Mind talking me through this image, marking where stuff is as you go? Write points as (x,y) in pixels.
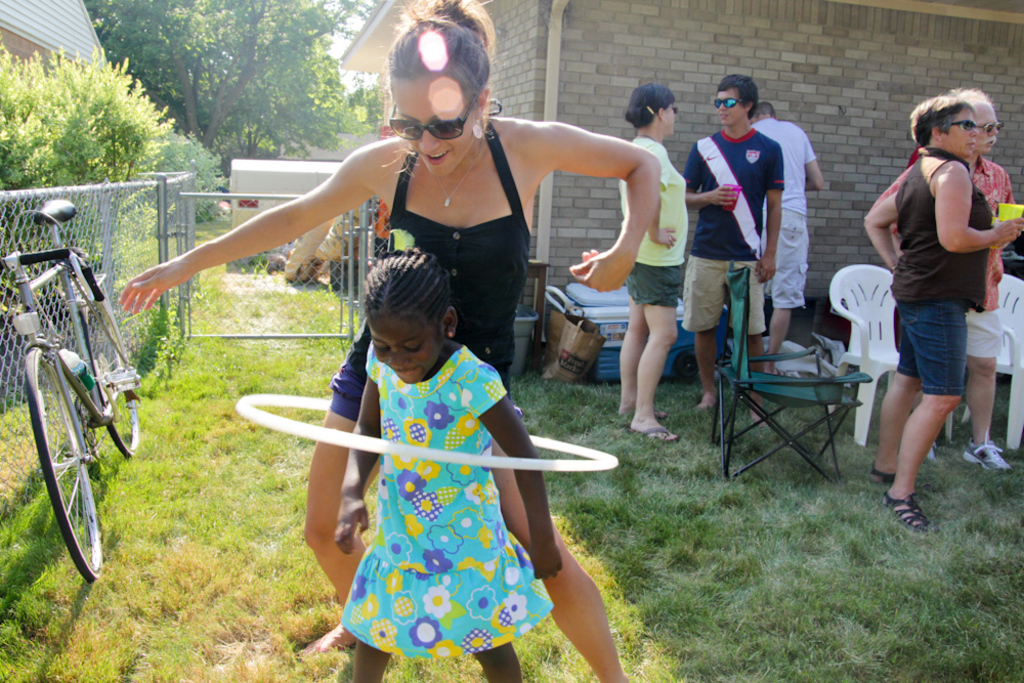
In this image I can see people (604,280) among them some of them are holding glasses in hands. Here I can see chairs (850,389), a bicycle (110,411), fence (122,312), the grass (292,453) and houses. In the background (298,163) I can see trees (295,120), the sky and other objects (387,213) on the ground (298,300).
